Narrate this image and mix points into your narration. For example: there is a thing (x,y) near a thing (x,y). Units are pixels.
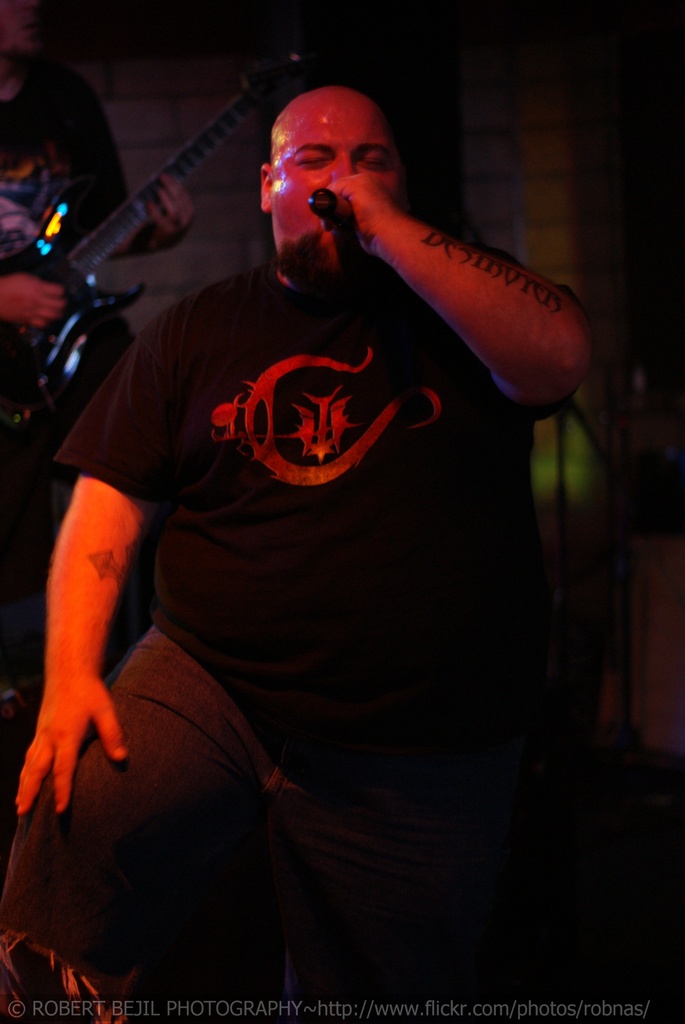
In the picture we can see a man (337,880) standing and singing a song in the microphone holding it and he is in a black T-shirt (330,365) and bald head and behind him we can see a person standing and playing the musical instrument (119,217).
